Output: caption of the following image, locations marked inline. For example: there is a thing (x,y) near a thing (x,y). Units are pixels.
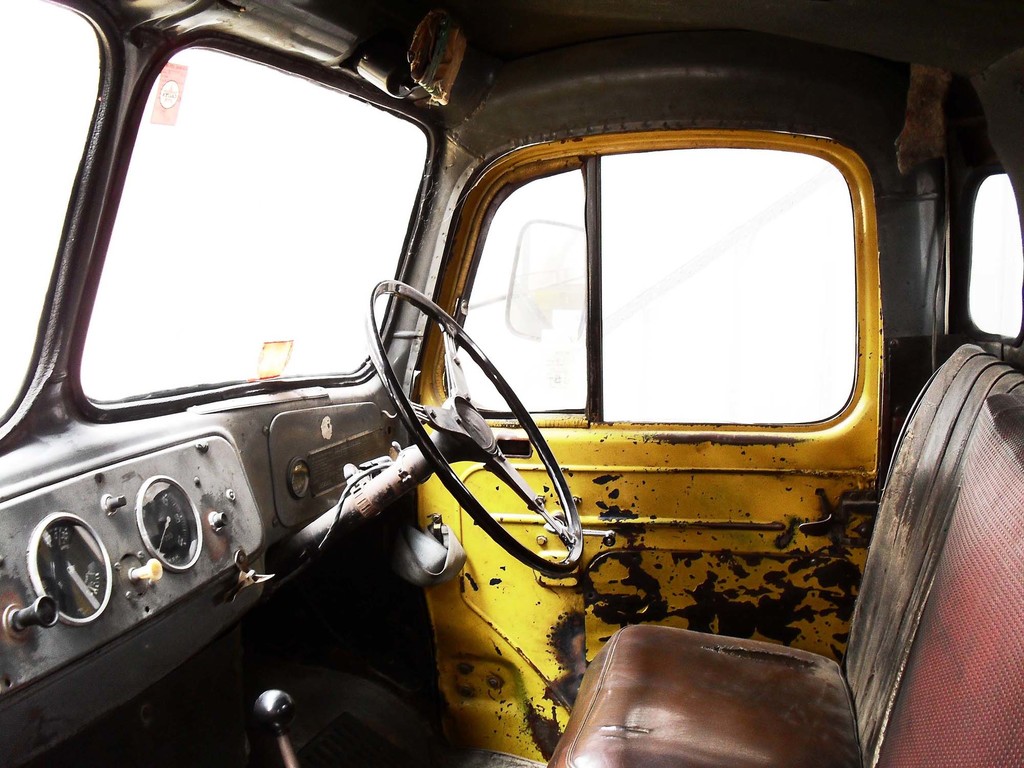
In this image, we can see an inside view of a vehicle (864,313). There is a steering (461,361) in the middle of the image (424,349). There is a seat (705,635) in the bottom right of the image (823,700). There are speedometers (78,535) in the bottom left of the image (67,579).
